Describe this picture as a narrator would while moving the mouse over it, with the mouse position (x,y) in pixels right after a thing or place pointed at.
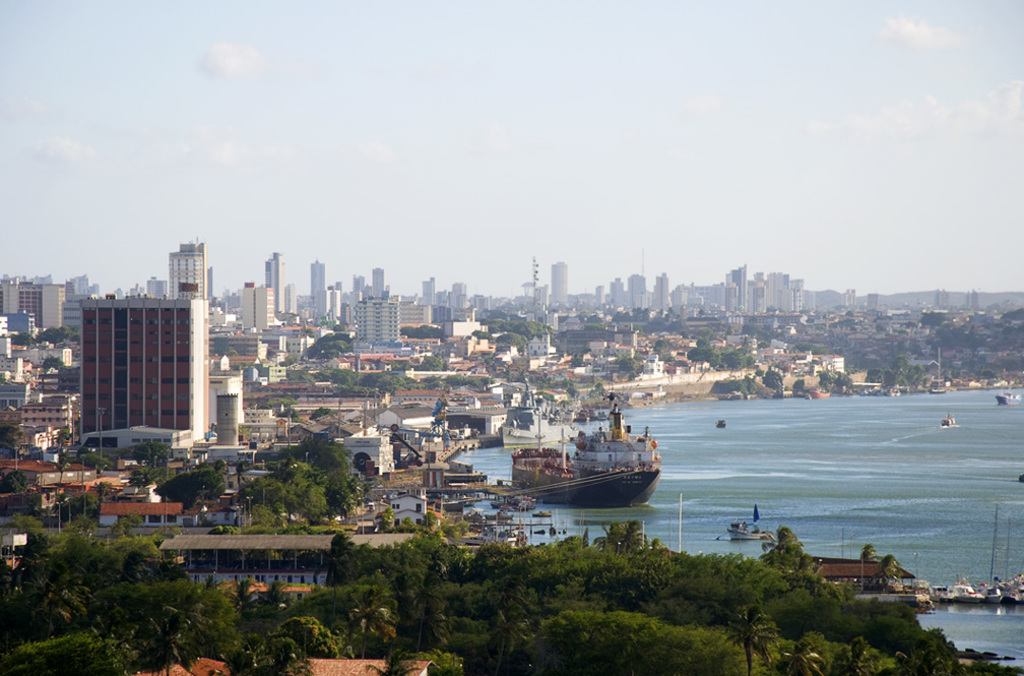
In this picture we can see water (905,525) on the right side (913,512), there is a ship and some boats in the water (933,499), at the bottom (791,618) there are some trees (632,644), we can see buildings (340,365) and trees (322,372) in the background (951,348), there is the sky (455,117) at the top of the picture (469,100), on the left side (101,461) we can see some poles (101,448).
